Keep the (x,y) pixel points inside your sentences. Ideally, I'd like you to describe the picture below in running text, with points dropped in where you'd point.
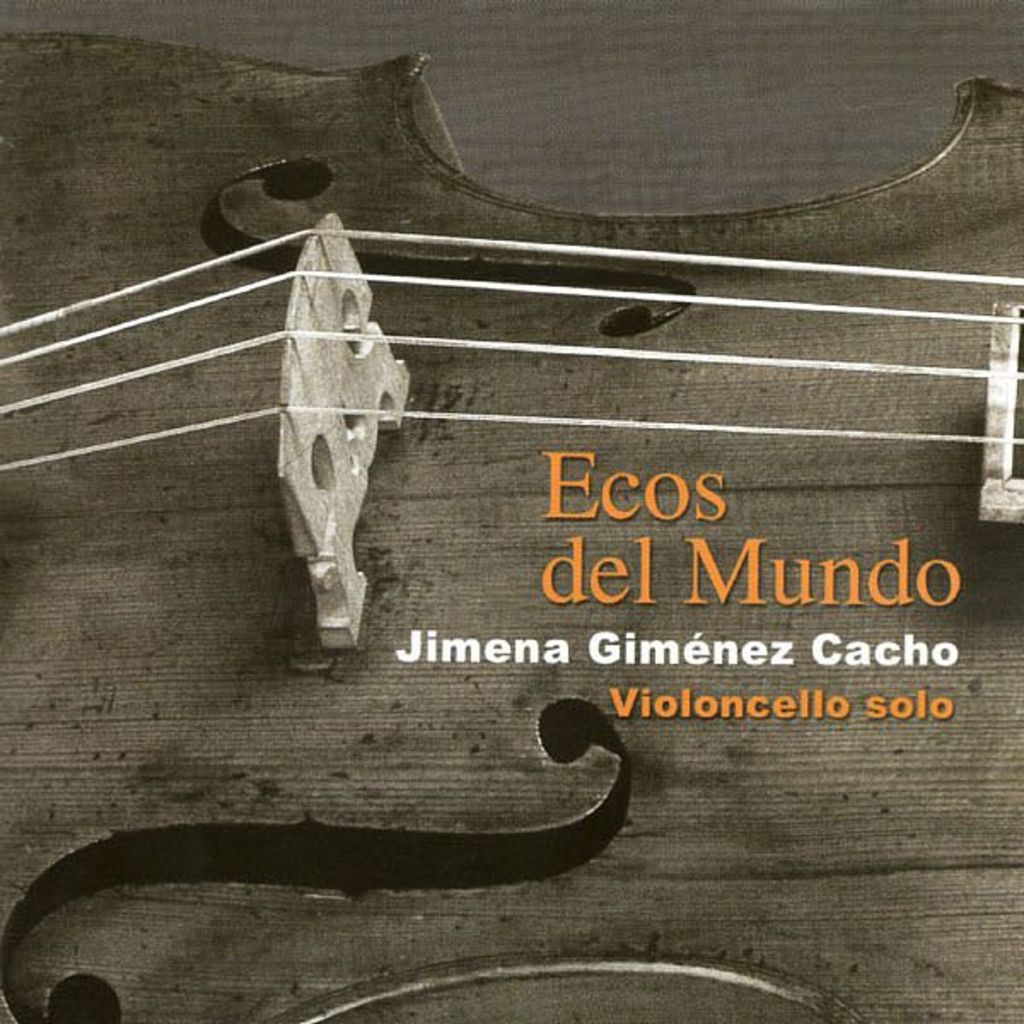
In the picture we can see the close view of cello (436,566), there are cello strings (246,285).
